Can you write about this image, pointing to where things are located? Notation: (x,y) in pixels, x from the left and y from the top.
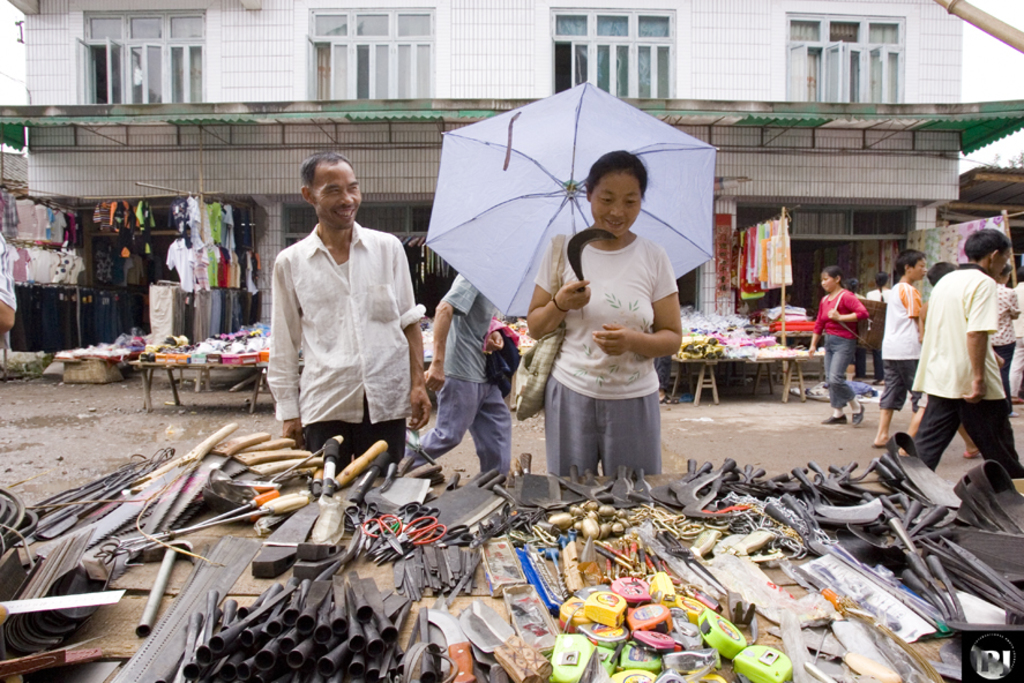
In the picture I can see a building (306,102), clothes (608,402) and tables (149,395) which has knives (356,469) and some other objects (239,632) on them. I can also see people (601,296) among them some are walking and some are standing on the ground (738,423). The woman (580,358) in the front (556,282) is holding an umbrella (510,270) and an object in hands (558,300).
